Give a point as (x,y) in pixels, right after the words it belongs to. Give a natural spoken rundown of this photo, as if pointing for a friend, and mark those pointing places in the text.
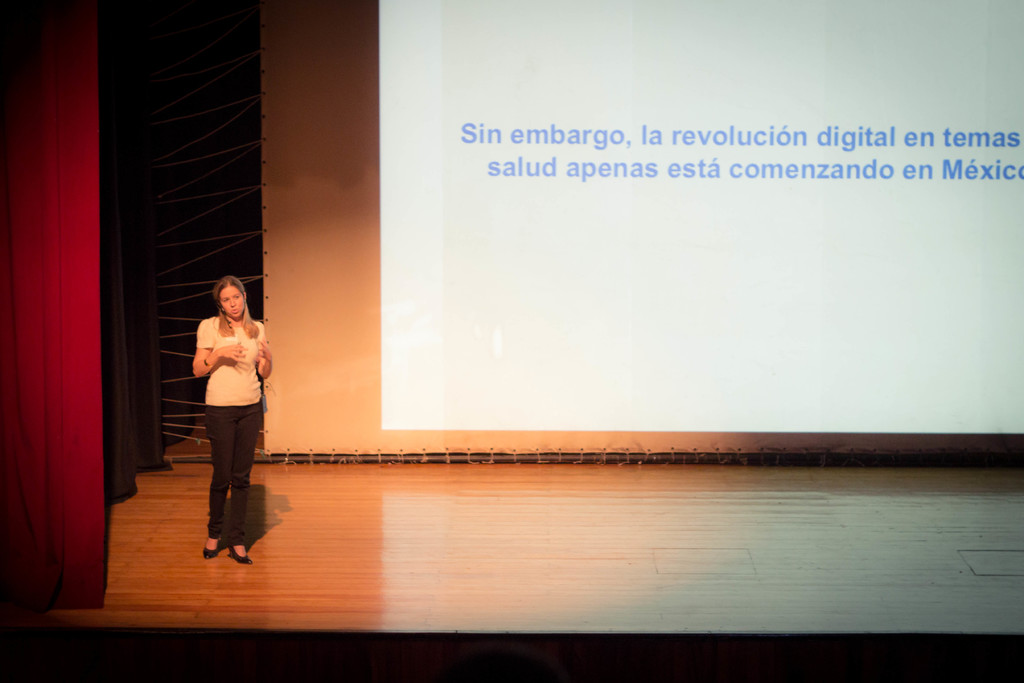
There is a lady (224,360) standing and talking on a stage (520,517). In the back (522,225) there is a screen (522,256). On the left side (88,310) there is a red and a black curtain (74,378).
